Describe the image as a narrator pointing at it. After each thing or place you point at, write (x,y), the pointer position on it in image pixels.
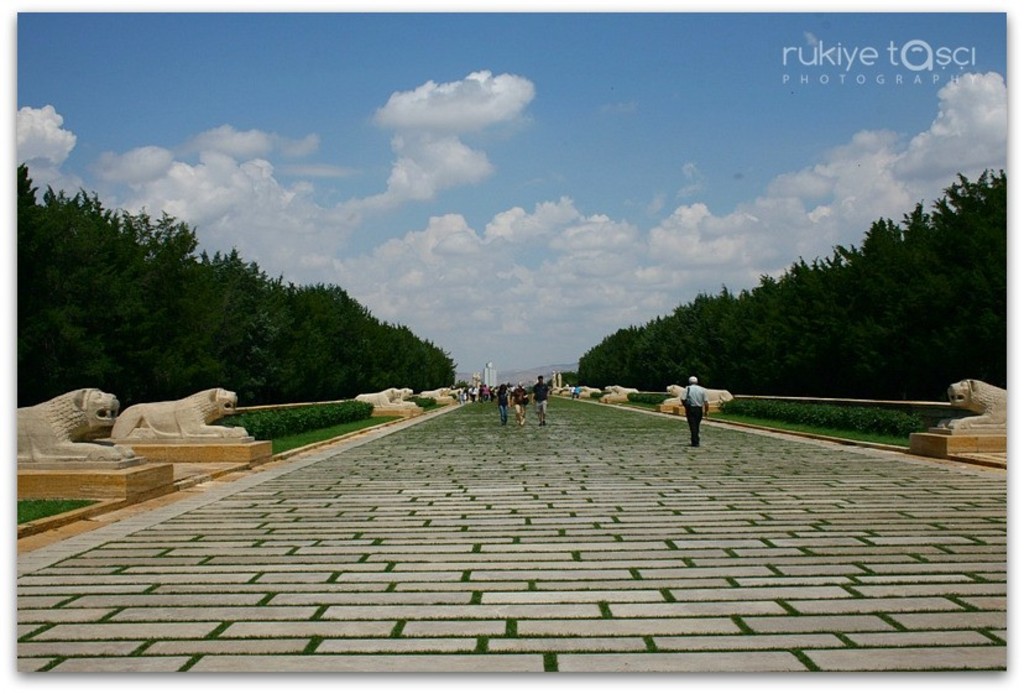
In this image there is the ground (447,526). In the center (485,401) there are many people (547,389) walking. On the either sides of the ground (429,428) there are sculptures (183,424), hedges (315,419) and grass (351,427) on the ground (832,438). On the either sides of the image there are trees (730,354). In the background (574,365) there are mountains (528,374) and buildings (494,373). At the top (421,100) there is the sky (505,149). In the top right (812,63) there is text (877,74) on the image.
